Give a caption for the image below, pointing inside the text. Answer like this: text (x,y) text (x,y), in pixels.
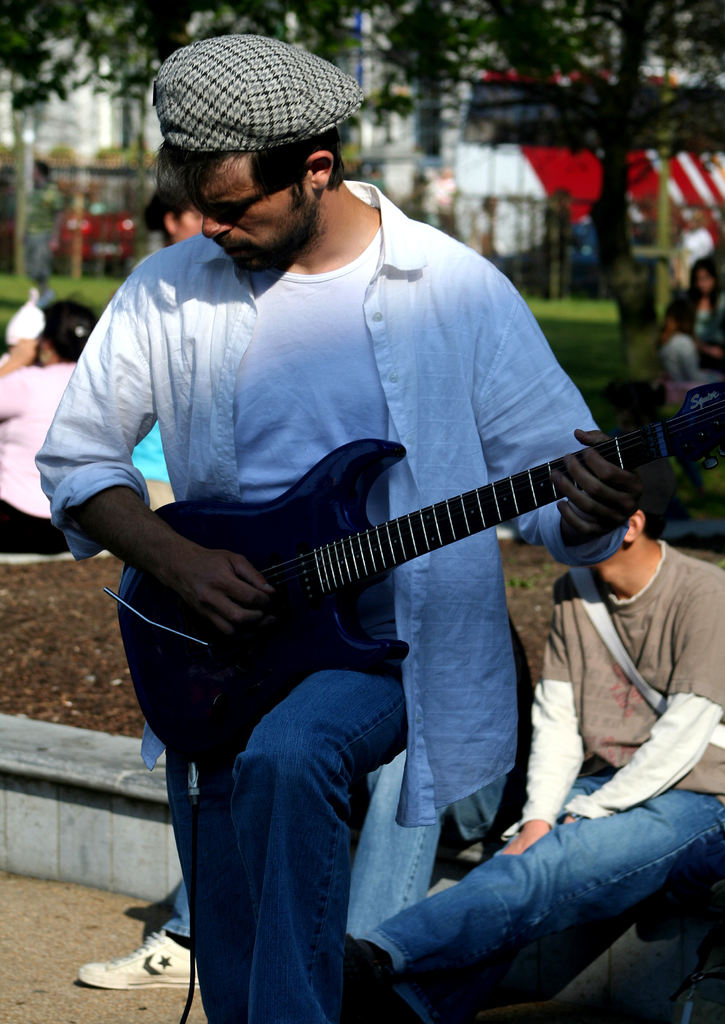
In this picture we can see man (155,378) wore white color shirt (261,294), cap (207,53) holding guitar (368,452) in his hand (180,562) and playing and at back of him we can see some persons (77,351) sitting on wall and in background (100,25) we can see trees (527,36), houses (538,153), fence (486,208).
